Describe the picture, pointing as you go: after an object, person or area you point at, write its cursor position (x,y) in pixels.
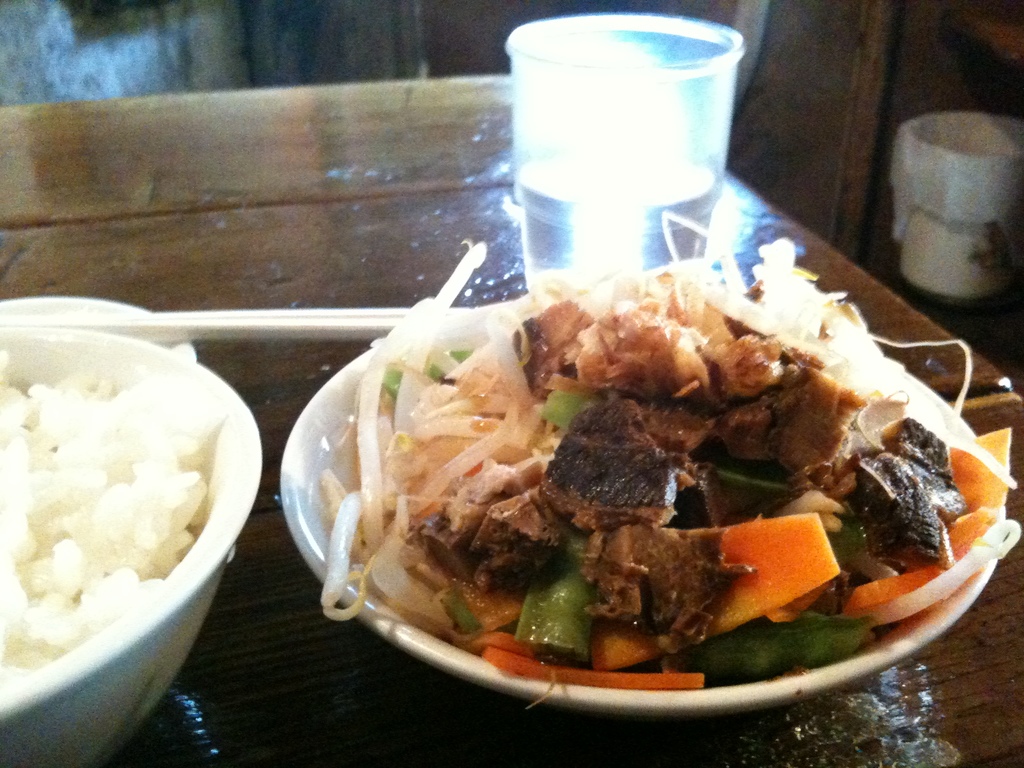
There are few eatables (496,464) and a glass (560,205) of water (564,185) placed on the table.
